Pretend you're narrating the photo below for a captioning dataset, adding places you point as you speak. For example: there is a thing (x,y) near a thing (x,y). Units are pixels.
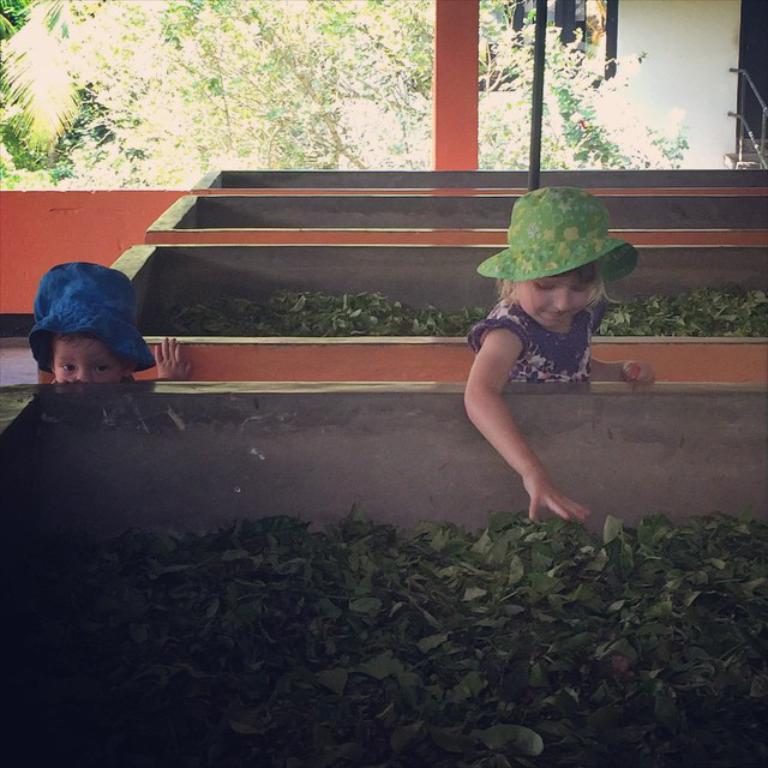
In this image, we can see kids (566,354) in between tanks (383,383) contains some leaves (373,318). There are trees (284,48) at the top of the image (510,56).
